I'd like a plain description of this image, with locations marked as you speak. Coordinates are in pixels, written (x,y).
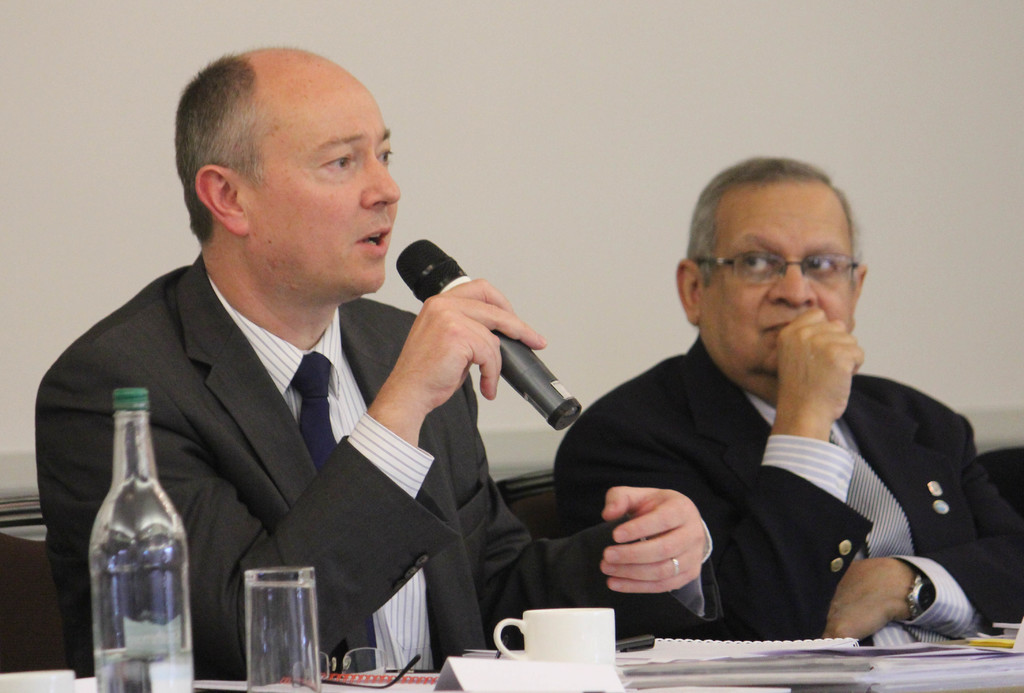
In the foreground of this image (258,345), there is a man (245,432) wearing suit (284,451) holding a mic (434,256) is sitting in front of a table (708,680) on which bottle (186,637), glass (300,671), spectacles (357,664), name board (528,691), books (798,662) and papers (998,651). On the right (850,488), there is another man (843,483) sitting wearing suit (845,529). In the background (610,148), there is a white wall (565,143).
